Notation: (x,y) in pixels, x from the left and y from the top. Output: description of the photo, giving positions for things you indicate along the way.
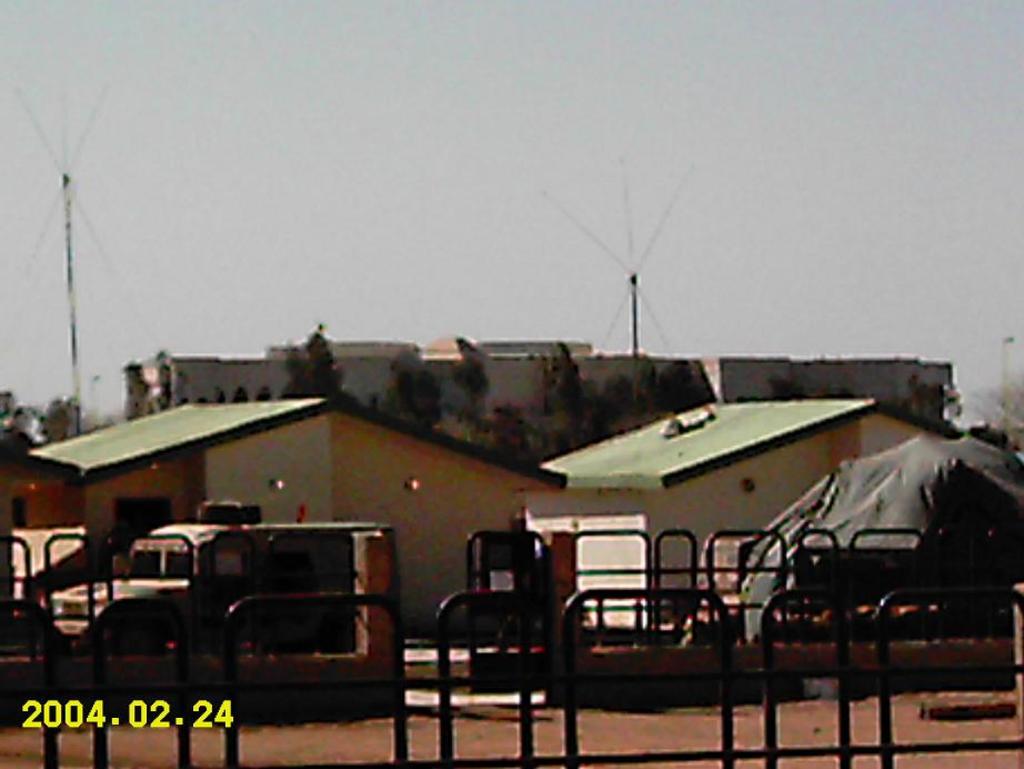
In this image, I can see the buildings (341,403), trees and poles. In front of the buildings (376,498), I can see a vehicle (322,579) and iron grilles (231,740). At the bottom left side of the image (224,729), I can see the watermark (227,715). In the background (245,211), there is the sky (548,175).
